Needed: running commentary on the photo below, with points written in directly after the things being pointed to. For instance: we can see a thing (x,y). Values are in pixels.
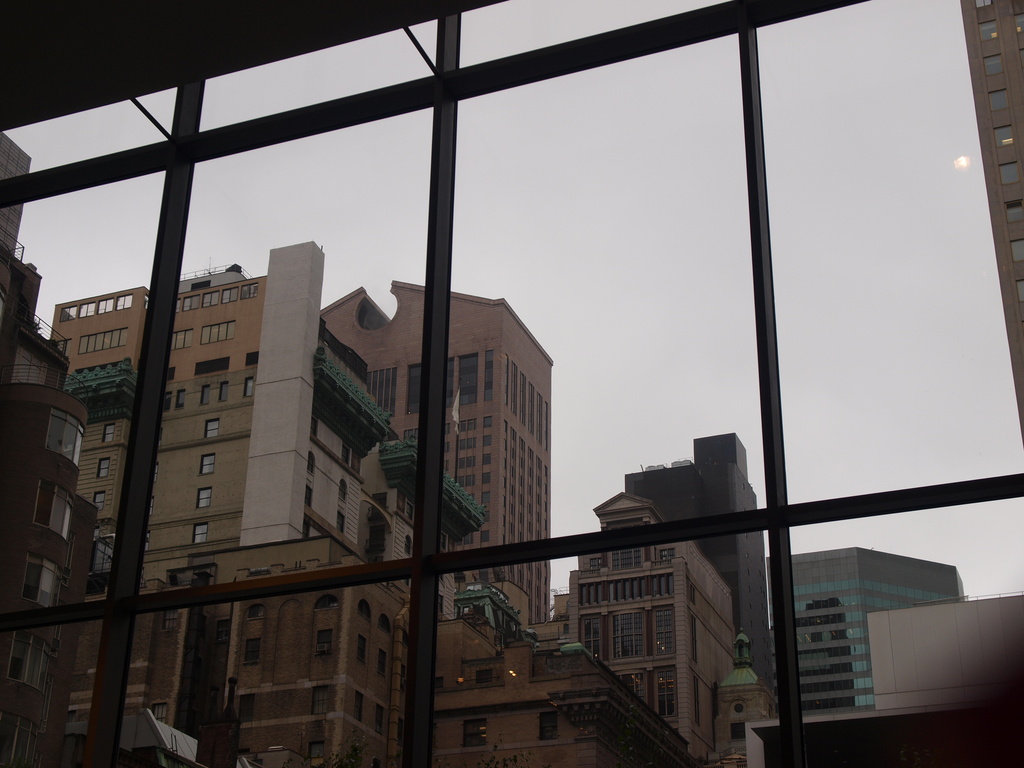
In this image in the foreground (809,8) there is a window (151,423) and grills (144,406) and through the window (439,457) i can see some buildings (536,455) and houses (26,654), at the top of the image (542,117) there is sky (809,333).
